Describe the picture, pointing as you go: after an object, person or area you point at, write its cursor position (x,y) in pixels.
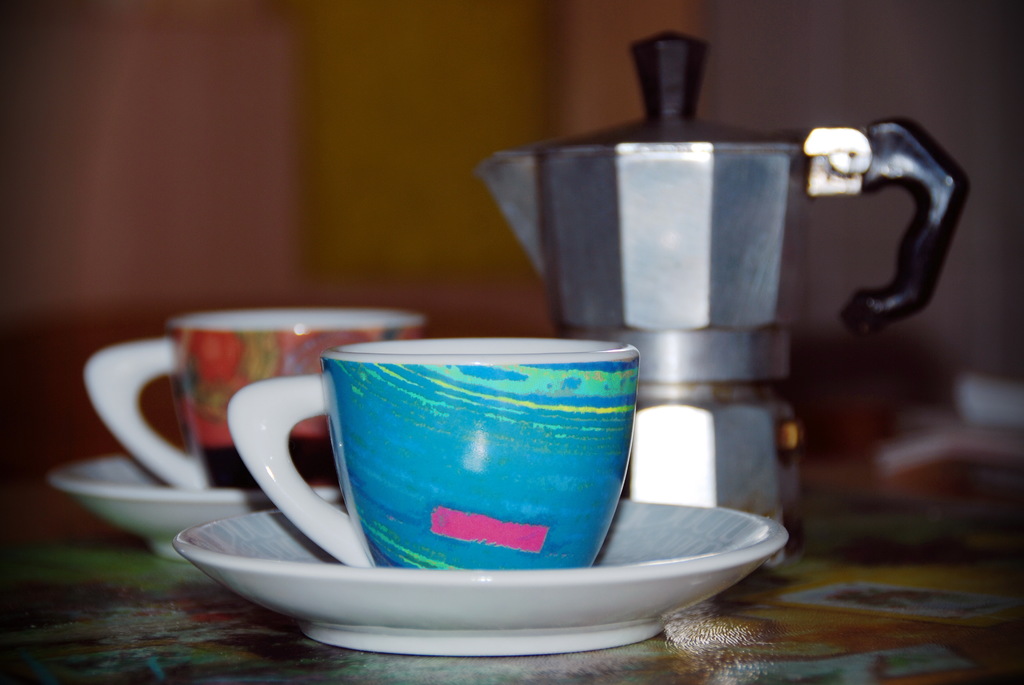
In the picture I can see two cups (347,393) with saucers (470,593) are kept on the table (251,658). It is looking like a flask (767,445) on the table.
